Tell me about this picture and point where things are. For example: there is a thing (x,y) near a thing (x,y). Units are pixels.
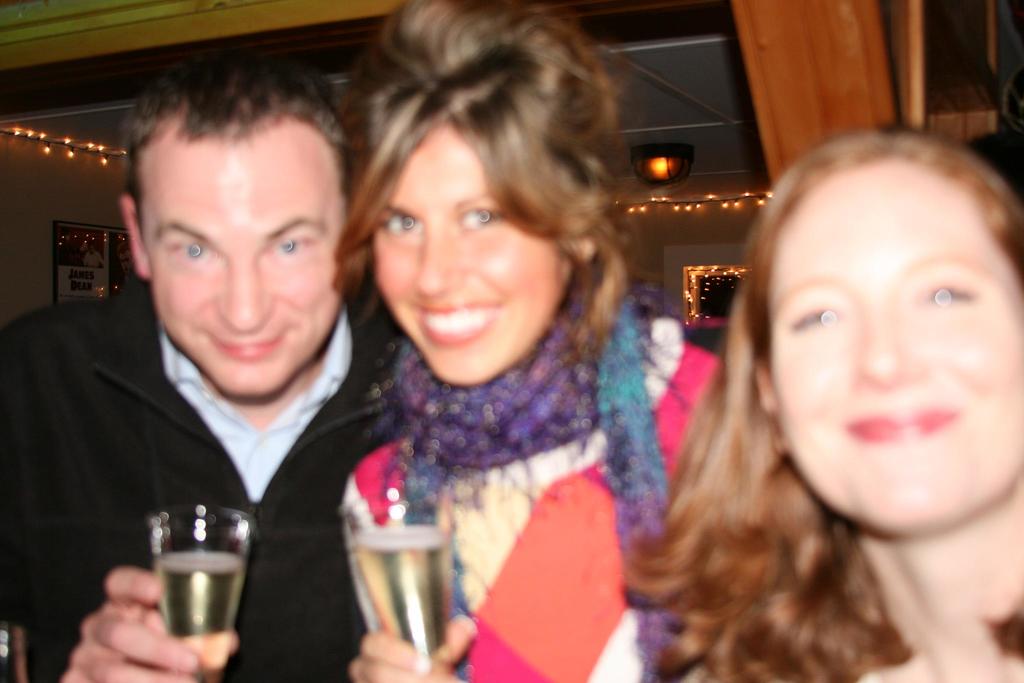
In the image three persons (968,460) are standing and smiling and they are holding glasses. Behind them there is a wall (20,147).
